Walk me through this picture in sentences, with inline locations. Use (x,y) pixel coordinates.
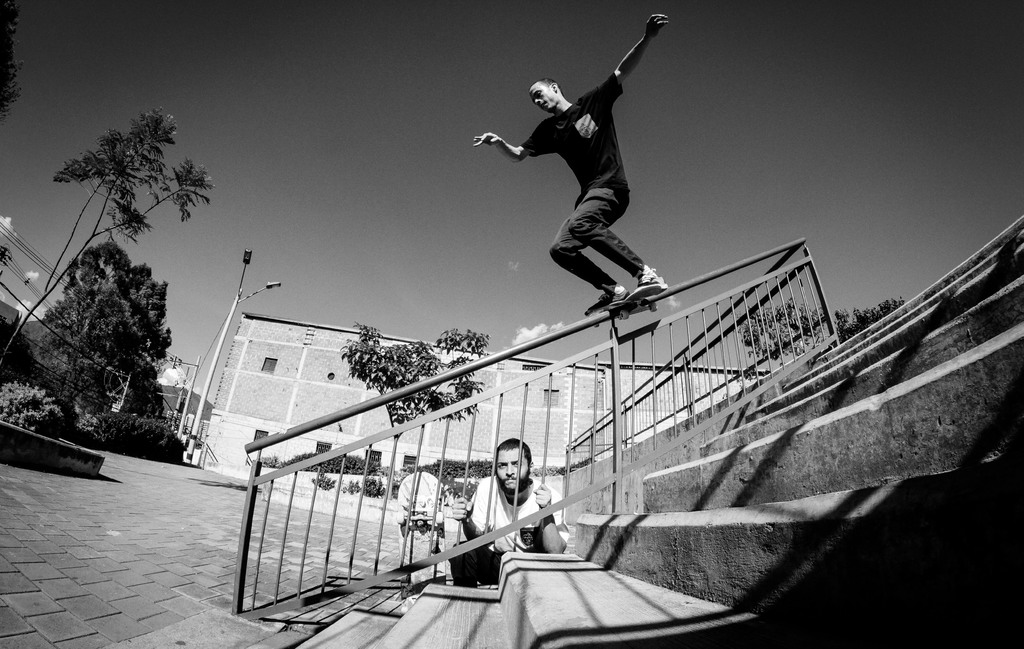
In this image we can see a black and white picture of two persons (618,243). one person (602,186) wearing black dress (602,231) is skating on a metal railing (798,265). One person (524,526) is holding metal rods (531,517) in his hand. In the background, we can see staircase (696,516), a group of trees (786,336), poles (238,297), building (288,341) and sky (324,216).
